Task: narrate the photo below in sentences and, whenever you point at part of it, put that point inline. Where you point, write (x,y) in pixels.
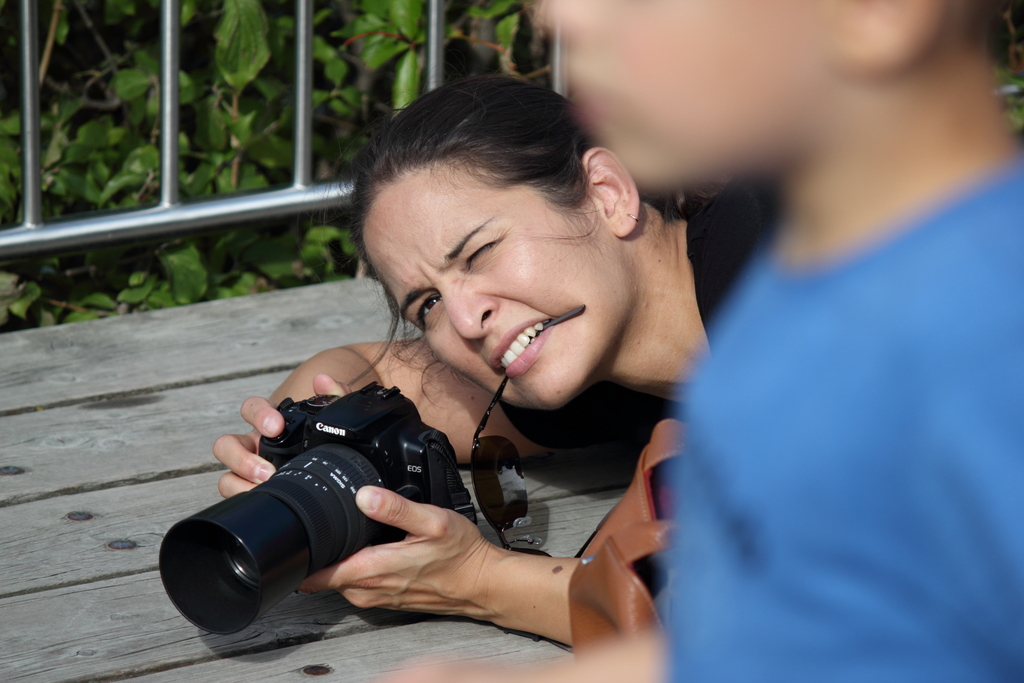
This image is taken in outdoors. In the right side of the image (798,254) there is a person (743,395) wearing a blue t-shirt (785,494). In the middle of the image (647,418) a woman (375,571) is lying on a table (424,626) holding a camera (420,407) in her hand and shades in her mouth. At the background (55,99) there is a railing (34,159) and few plants (270,64).
